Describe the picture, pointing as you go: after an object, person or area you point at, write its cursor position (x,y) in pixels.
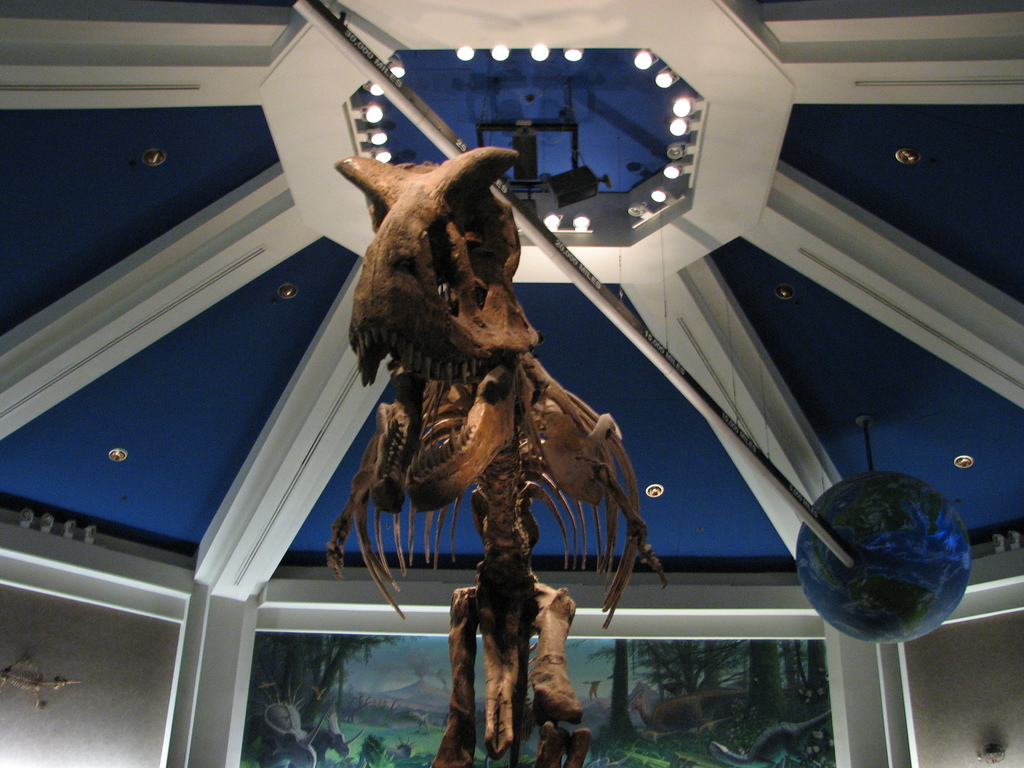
Here we can see a skeleton (472,698). Painting (682,746) is on the wall (680,663). These are lights (677,177).
